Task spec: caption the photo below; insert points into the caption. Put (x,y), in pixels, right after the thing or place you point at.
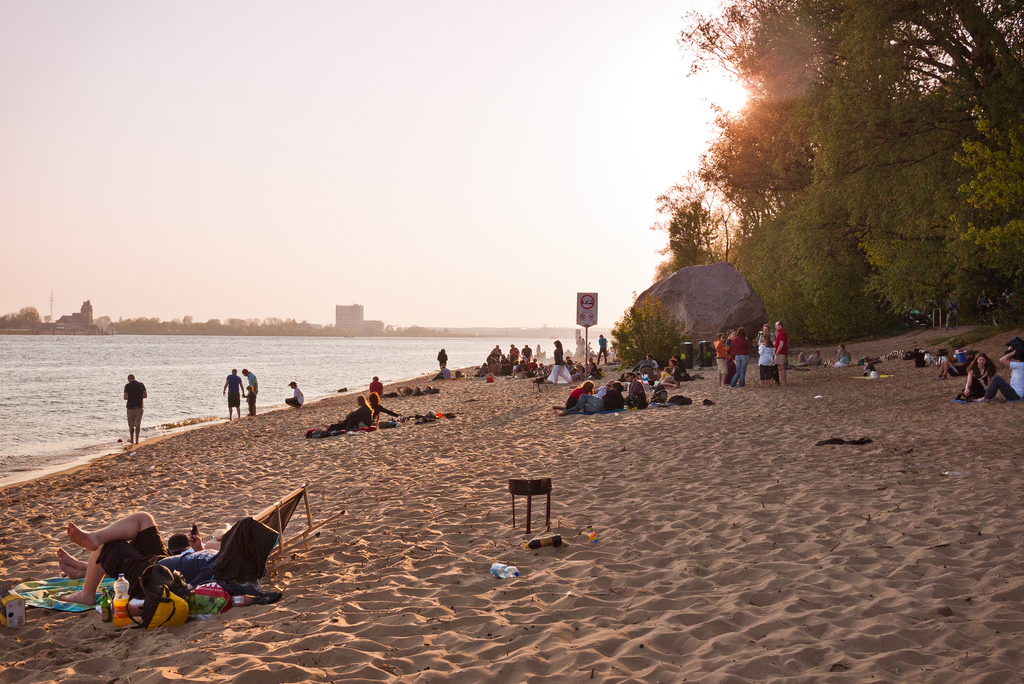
In this image we can see a group of people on the seashore (463,531). We can also see a table (513,514), chair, some bottles (117,625), bags (203,599), containers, the signboard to a pole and some objects (826,444) on the seashore (809,495). We can also see a group of trees (898,325), the rock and a water body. On the backside (517,305) we can see some buildings (73,316), a pole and the sky (416,234) which looks cloudy.
